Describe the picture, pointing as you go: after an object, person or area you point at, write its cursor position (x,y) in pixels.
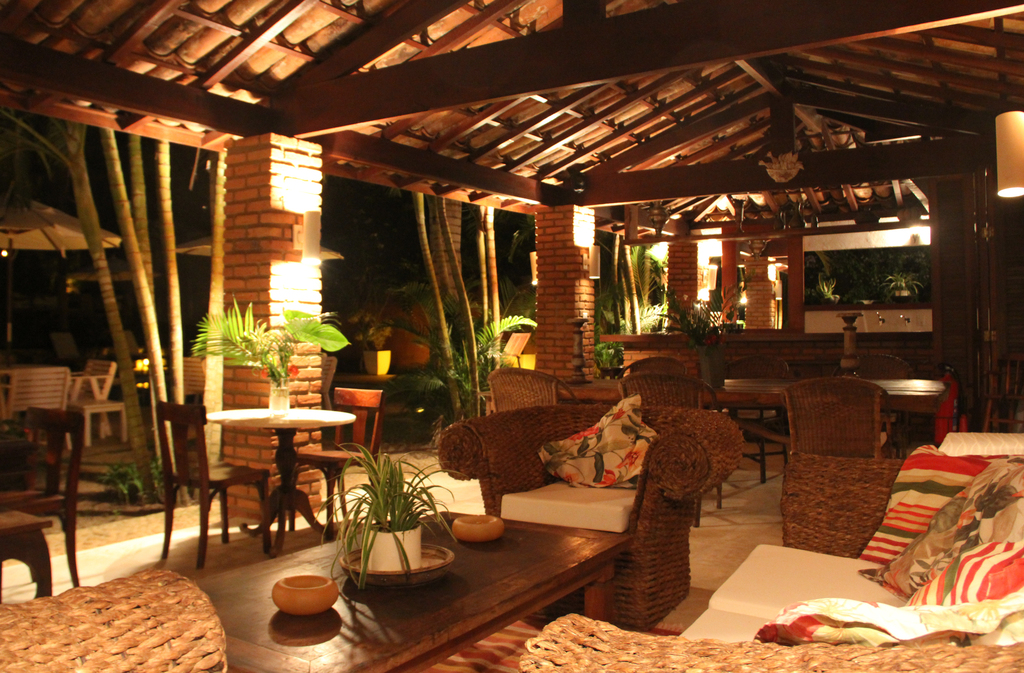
In this image I can see number of chairs (55,482) and tables (575,392). I can also see few cushions (627,463) on these couches (701,616). Here I can see few plants (262,349) and few trees (144,315).
